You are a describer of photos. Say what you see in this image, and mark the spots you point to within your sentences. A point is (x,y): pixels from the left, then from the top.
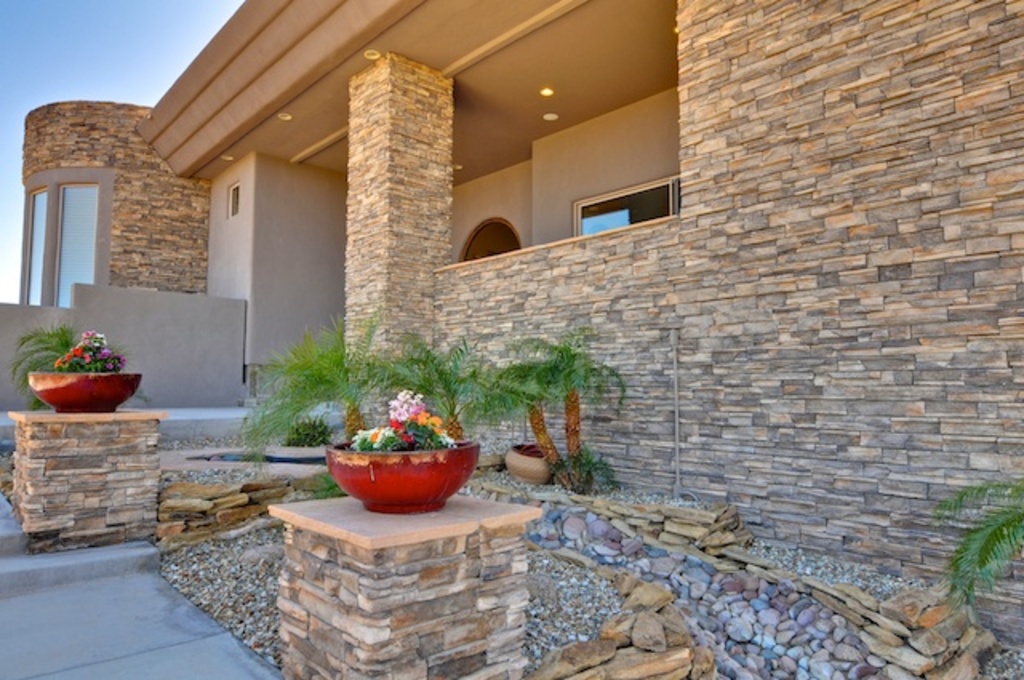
This image consists of a building (30,155). There are plants (17,356) in the middle (552,382). There are flowers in the middle (436,430).
